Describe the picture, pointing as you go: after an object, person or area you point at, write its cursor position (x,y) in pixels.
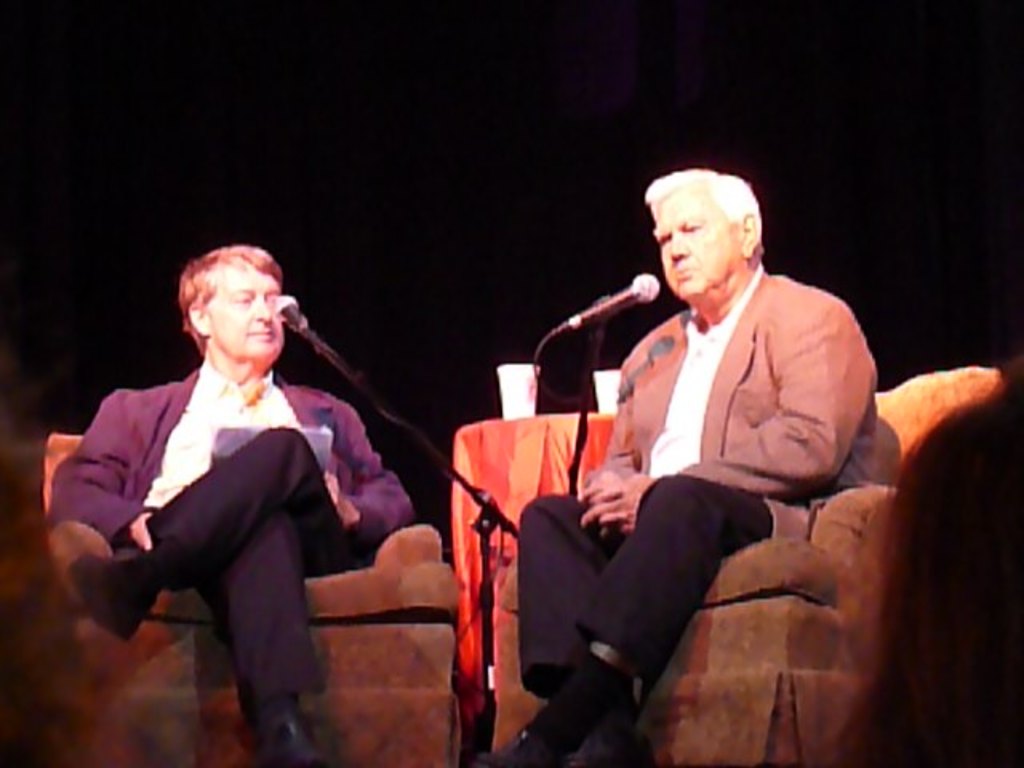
There are two men (410,497) sitting on chairs (420,672). In front of them there are mics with mic stands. In the back (532,432) there is a table (508,443) with tablecloth (514,447). On that there are cups (528,386). In the background (348,160) it is dark.
